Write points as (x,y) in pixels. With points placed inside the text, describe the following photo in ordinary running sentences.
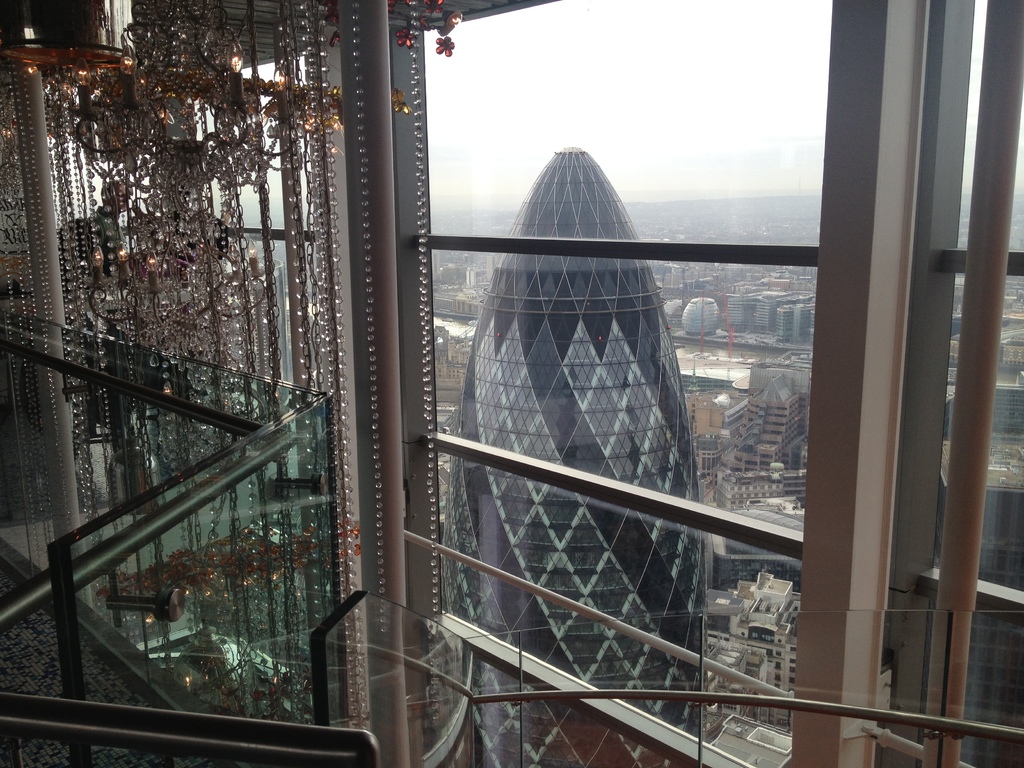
This picture is clicked inside. In the foreground (309,696) we can see the metal rods (378,205) and the chandeliers (243,138) and we can see the glass (633,131) and through the glass (585,755) we can see the tower (642,312), sky (564,91), buildings (681,367) and many other objects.
